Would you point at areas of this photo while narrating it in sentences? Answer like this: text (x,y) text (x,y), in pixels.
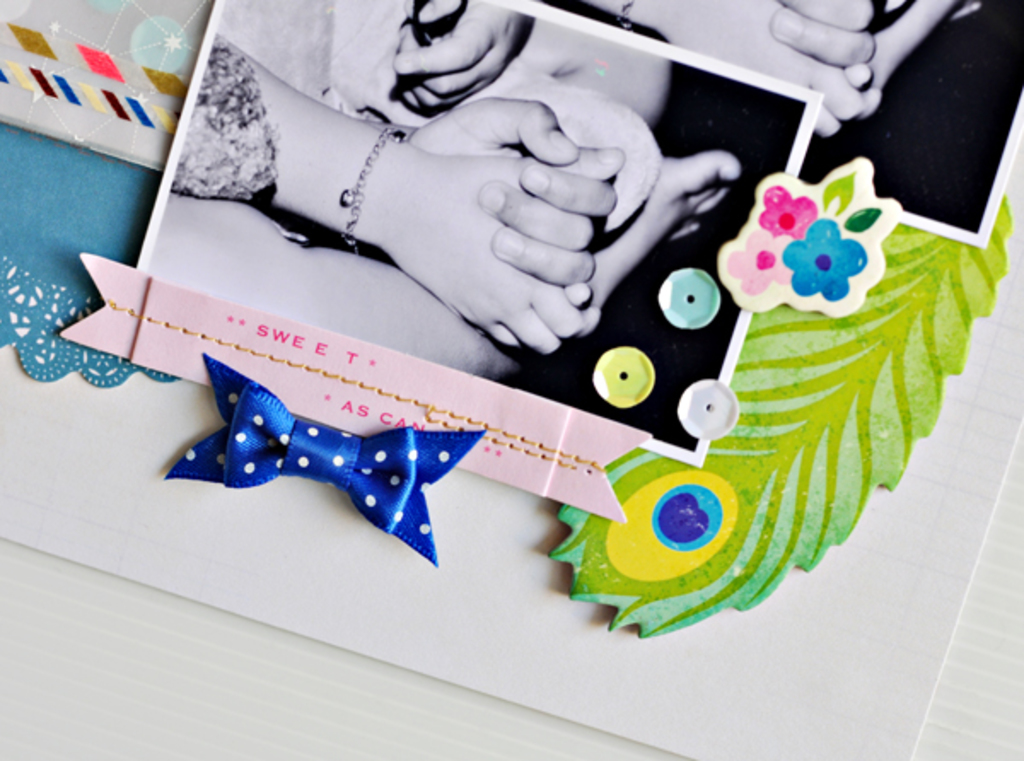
In this image, we can see the ground (982,608). We can also see some photocopies (732,46) and crafted objects (468,462). We can also see some objects (123,155) on the left (123,155).
